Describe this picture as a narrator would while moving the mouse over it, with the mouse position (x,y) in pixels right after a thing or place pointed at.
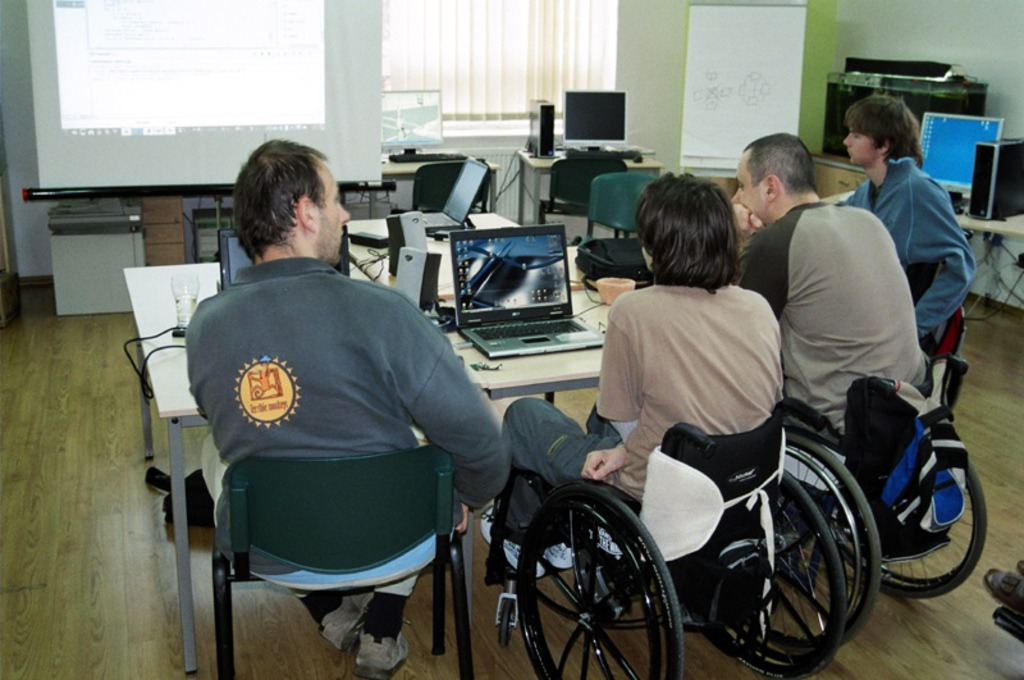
In this image I can see four men (805,173) in the front (555,487). I can see the middle two (743,250) are sitting on wheelchairs (685,446) and the rest two (857,188) are sitting on chairs (963,318). In the background (763,59) I can see few tables (530,155), a white colour board (688,144), a projector's screen (365,20) and on these tables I can see few monitors (596,134), CPUs (1010,162), laptops (506,352) and few other electronic devices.
